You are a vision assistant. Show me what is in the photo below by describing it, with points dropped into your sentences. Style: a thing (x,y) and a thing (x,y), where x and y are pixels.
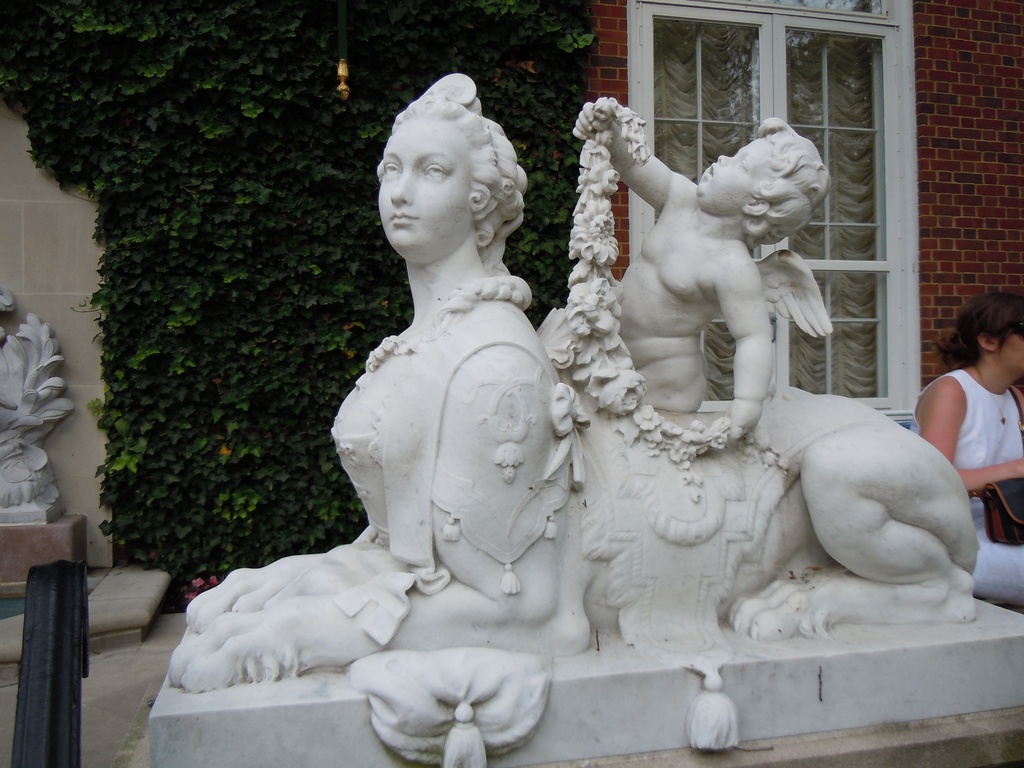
In this image I can see a statue (570,491) which is white in color which is in the shape of a person (476,453) and a child (642,259). I can see a tree (299,192) which is green in color, a building (973,179) which is brown in color, a window (732,72) and a person (974,443) wearing white colored dress (979,432) is sitting and holding a bag (991,500) in her lap (982,522).
